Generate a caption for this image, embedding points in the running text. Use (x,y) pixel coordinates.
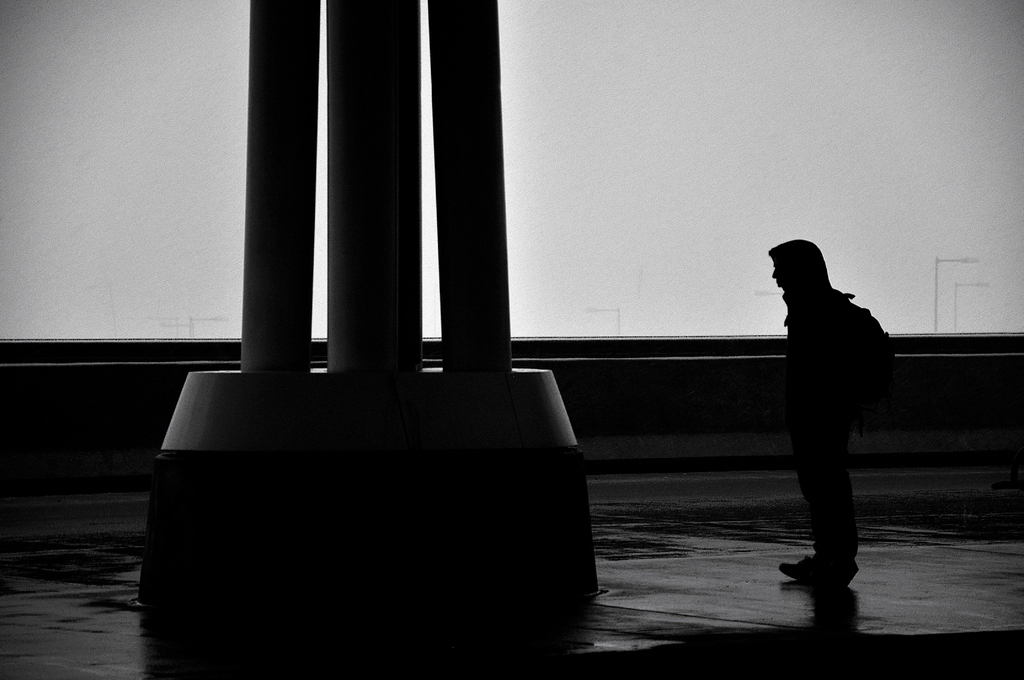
On the right (849,323) there is a person (800,361) standing. On the left (291,476) there is a construction (393,421). In the background (649,387) there are street lights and wall (149,382).
